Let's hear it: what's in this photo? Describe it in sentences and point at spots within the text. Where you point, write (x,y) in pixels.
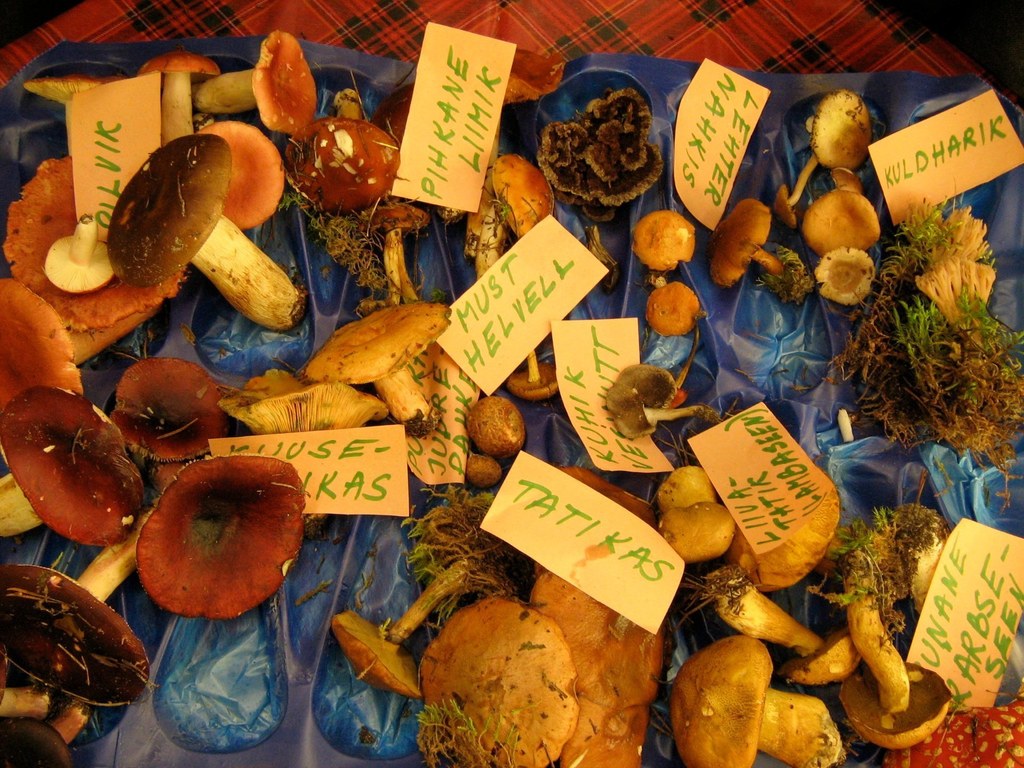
In this image I can see mushroom plants (506,401), papers (567,410) on a plastic cover (674,356). This image is taken may be in a room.
